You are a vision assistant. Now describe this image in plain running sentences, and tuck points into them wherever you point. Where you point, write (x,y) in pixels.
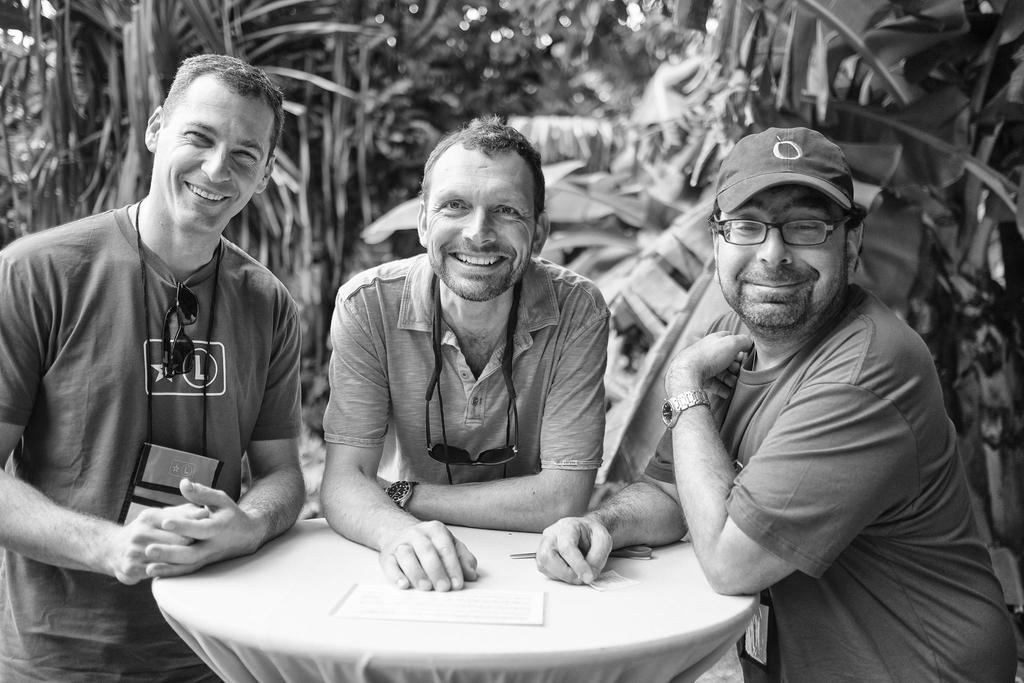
In this image I can see three people (456,333) standing and smiling. There is a table (357,572), on the table (332,580) there is a paper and scissor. In the background (563,149) there are trees (592,155).
